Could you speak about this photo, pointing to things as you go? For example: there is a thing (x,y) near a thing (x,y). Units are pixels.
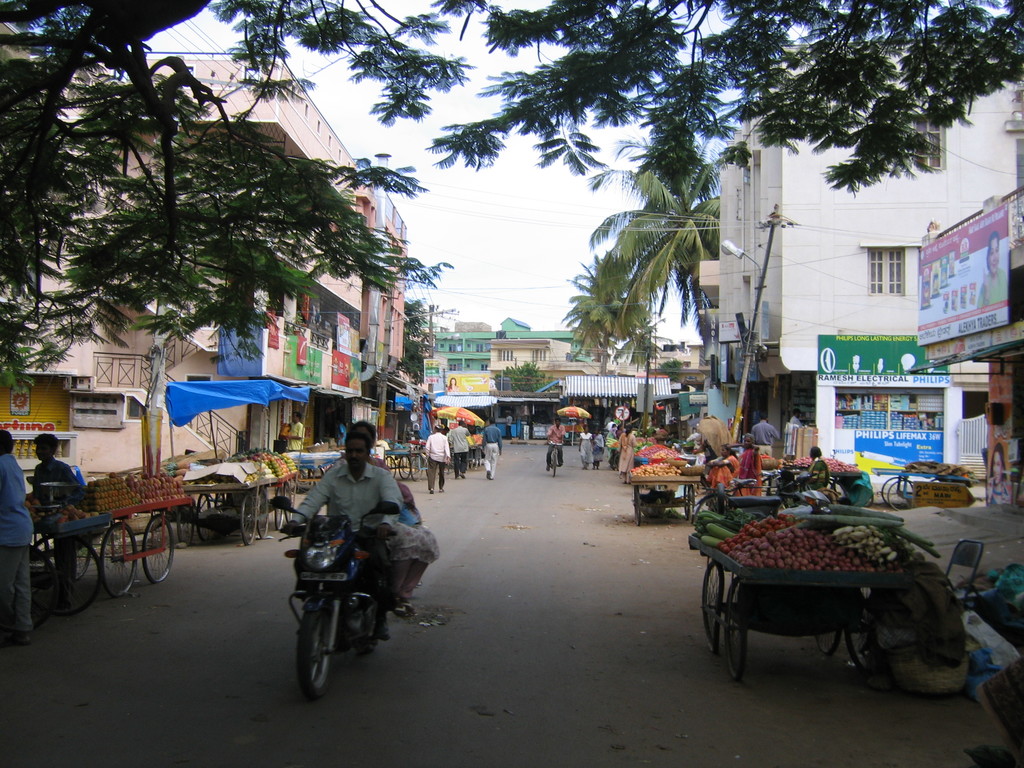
There is a road (496,565), few people (388,540) and a vehicle (335,617) and a cycle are moving on the road (96,679), there are many vegetables and fruits vehicles (89,504) kept on the either side of the road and behind them there are many buildings (244,420) and stores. In front of the buildings (638,367) there are few trees (668,254).
